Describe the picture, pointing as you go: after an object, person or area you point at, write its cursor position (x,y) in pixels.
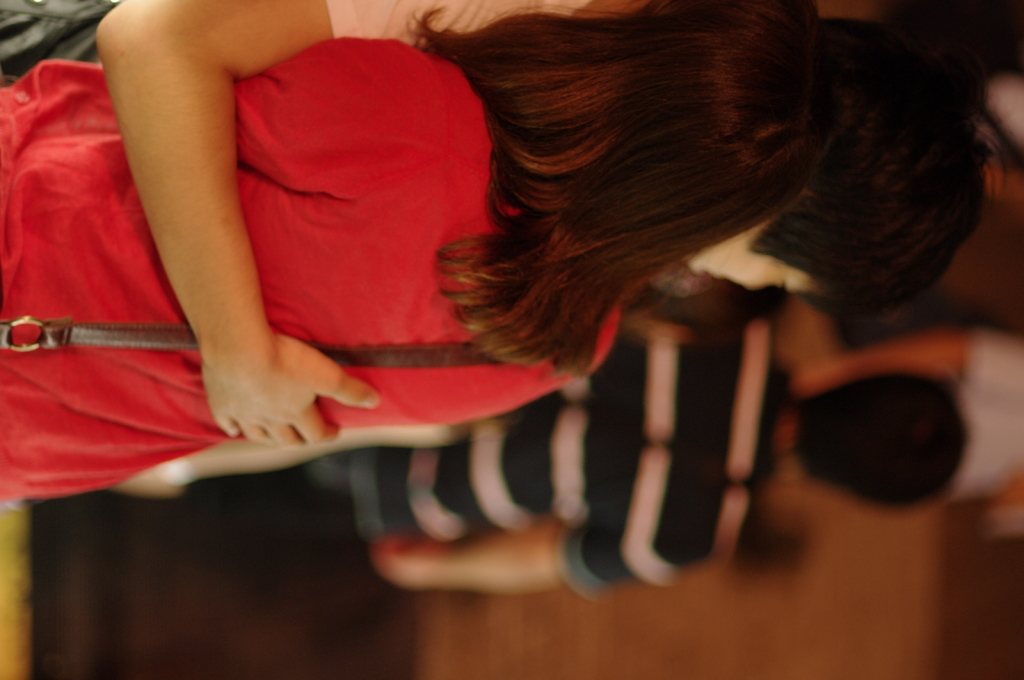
There are two people (351,92) standing and holding each other. In the background (944,430) we can see people (492,487) and it is blurry.
